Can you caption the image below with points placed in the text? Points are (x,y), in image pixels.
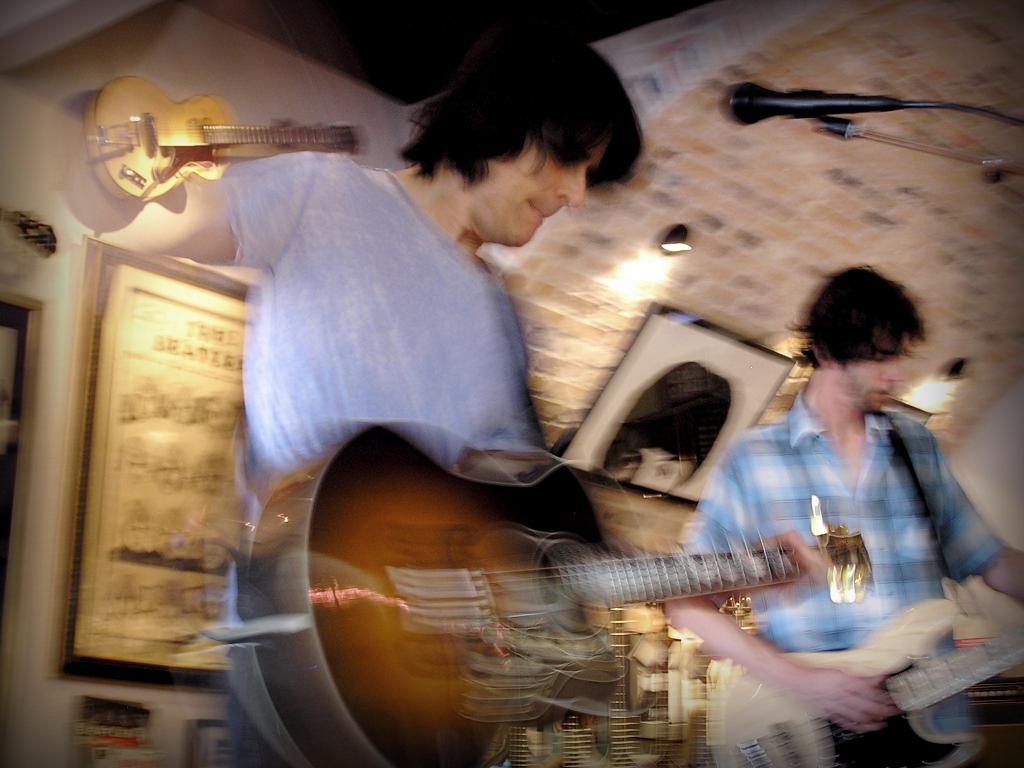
This image is clicked in a musical concert. There are two people (499,299) in this image, one on the right side (806,540) and other one is in the middle (490,290). Both of them are playing guitar (896,642). mike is in front of the man (387,391) who is in the middle (414,325) behind him there is a photo frame (211,372) and behind the man (735,467) who is on the right (796,464) also has a photo frame (661,389). There is a light (681,250) on the top (672,241), there is a guitar (138,149) placed on the top of the image (220,157).
